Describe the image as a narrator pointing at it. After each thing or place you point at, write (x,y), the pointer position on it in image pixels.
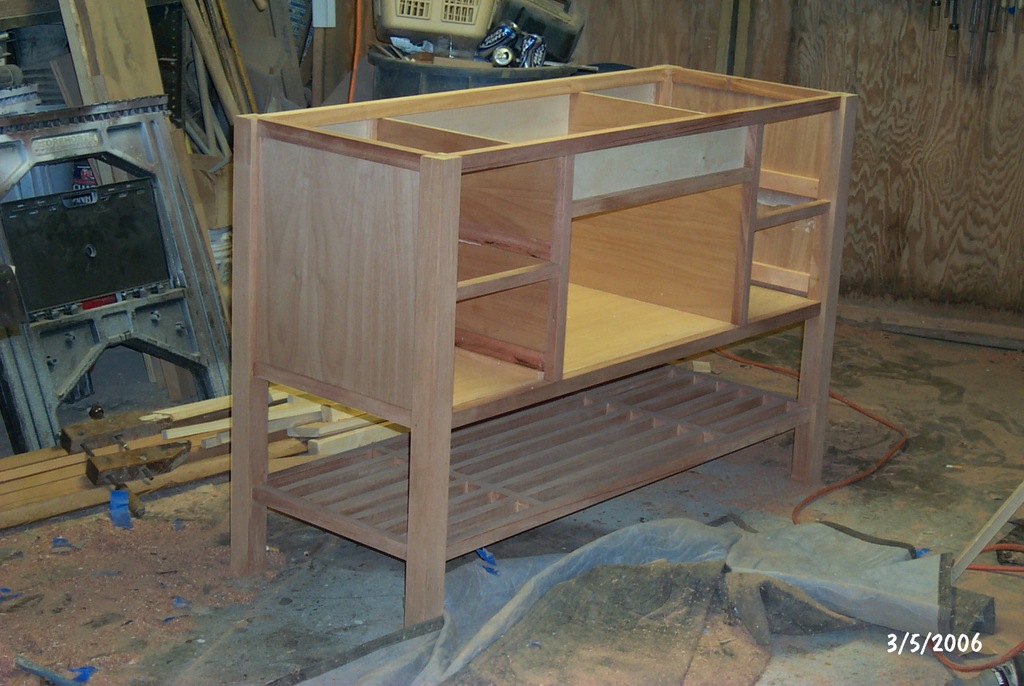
In the center of the image (422,248) there is a table (422,248) and we can see wooden logs (274,442). In the background (128,273) there is some equipment (572,5). At the bottom (877,467) there are wires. We can see a wall (842,80).
